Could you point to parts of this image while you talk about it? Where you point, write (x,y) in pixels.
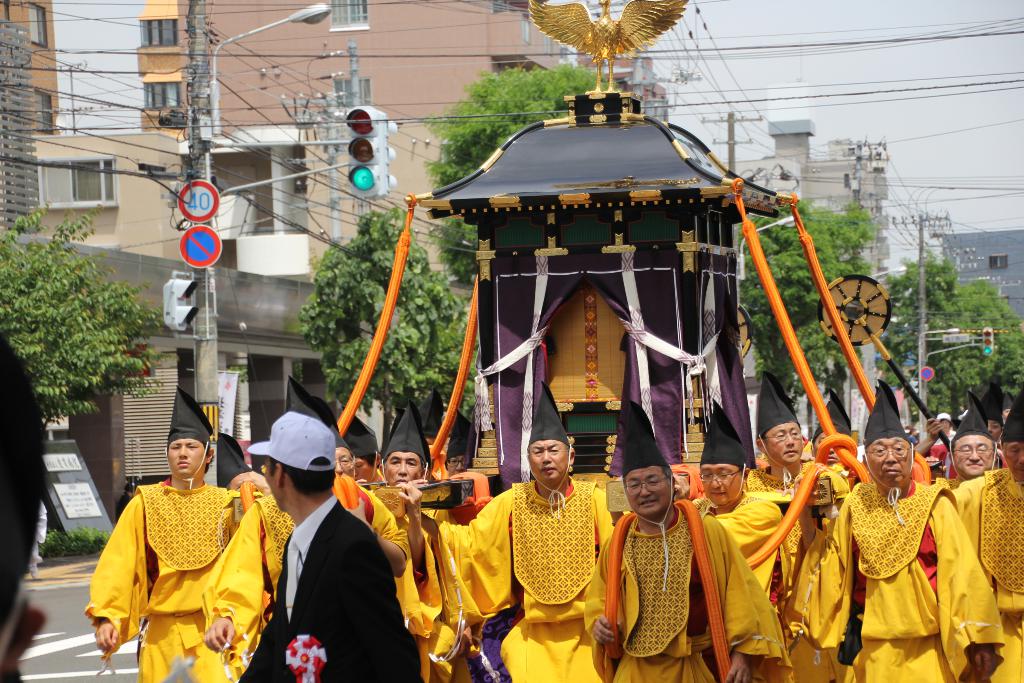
In the image there are many people (771,532) carrying a chariot (688,464). And there are few people (756,473) with caps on their heads (456,466). On the chariot (686,372) there is a statue (558,23) of a bird (597,69). Behind them there are many trees (899,285), electrical poles (921,398) with wires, sign boards (955,336), traffic signals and wires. Behind them there are buildings (275,228).
